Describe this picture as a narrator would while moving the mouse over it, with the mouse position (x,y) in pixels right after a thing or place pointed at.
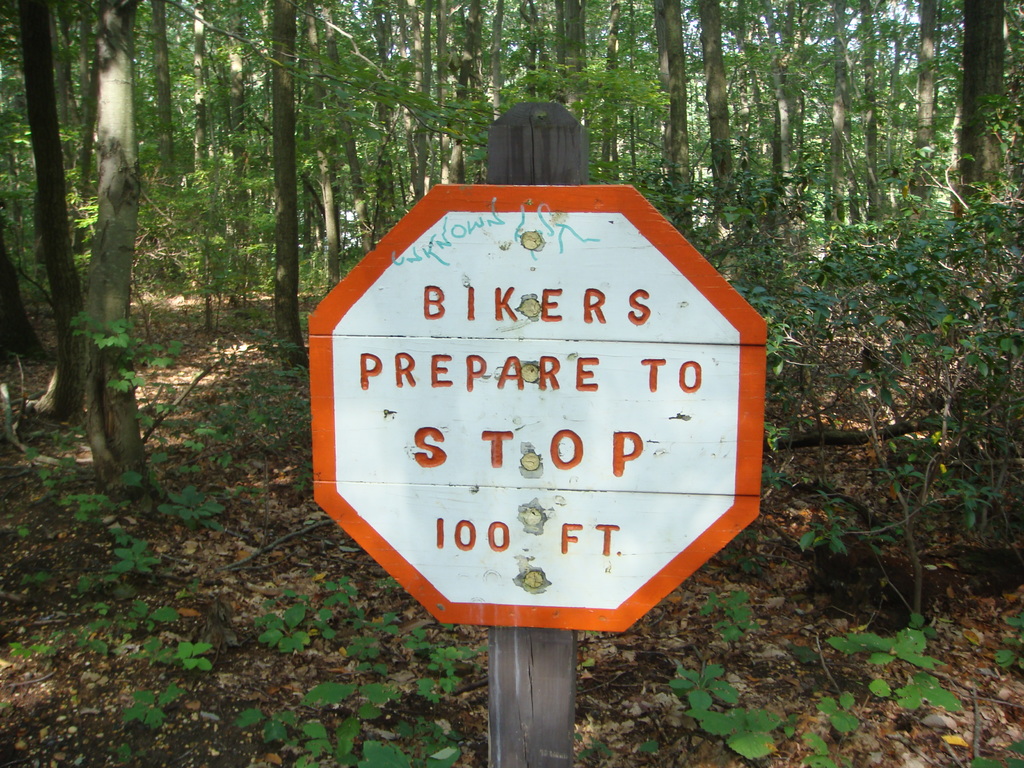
In the foreground of the picture (335,652) there are plants (835,717), leaves (817,681) and a board (488,469). In the center of the picture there are trees (336,176).
